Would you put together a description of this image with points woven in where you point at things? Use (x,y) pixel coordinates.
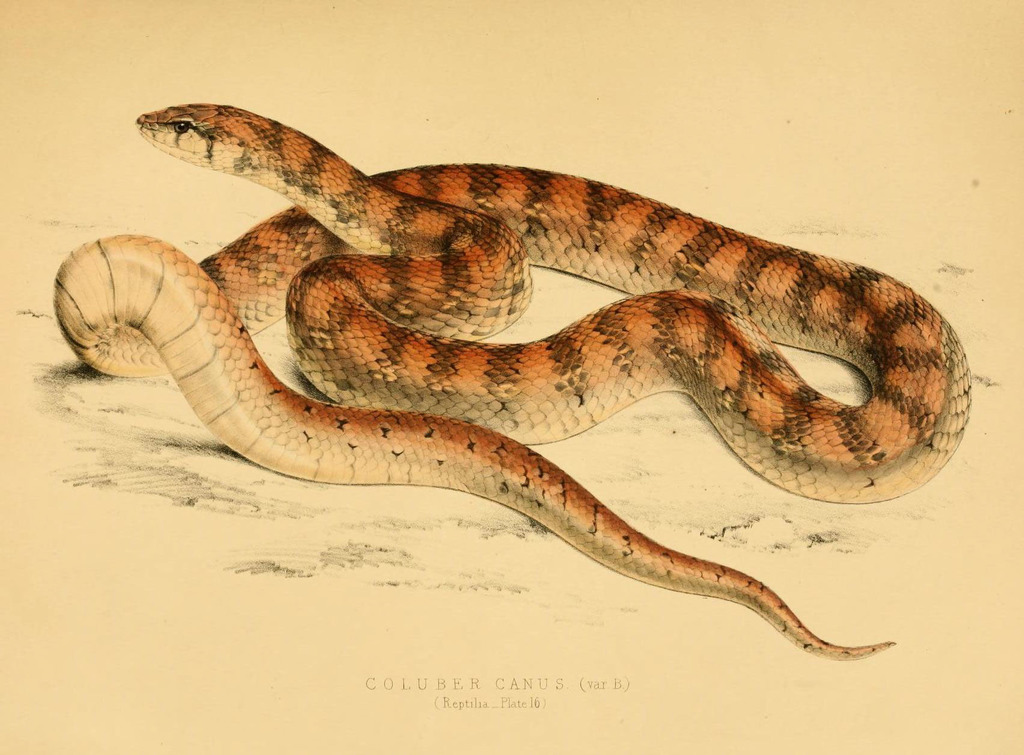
In this image I can see depiction of a snake (553,237). I can also see color of the snake (304,230) is brown and cream. I can also see something is written on the bottom side of the image (628,684).
